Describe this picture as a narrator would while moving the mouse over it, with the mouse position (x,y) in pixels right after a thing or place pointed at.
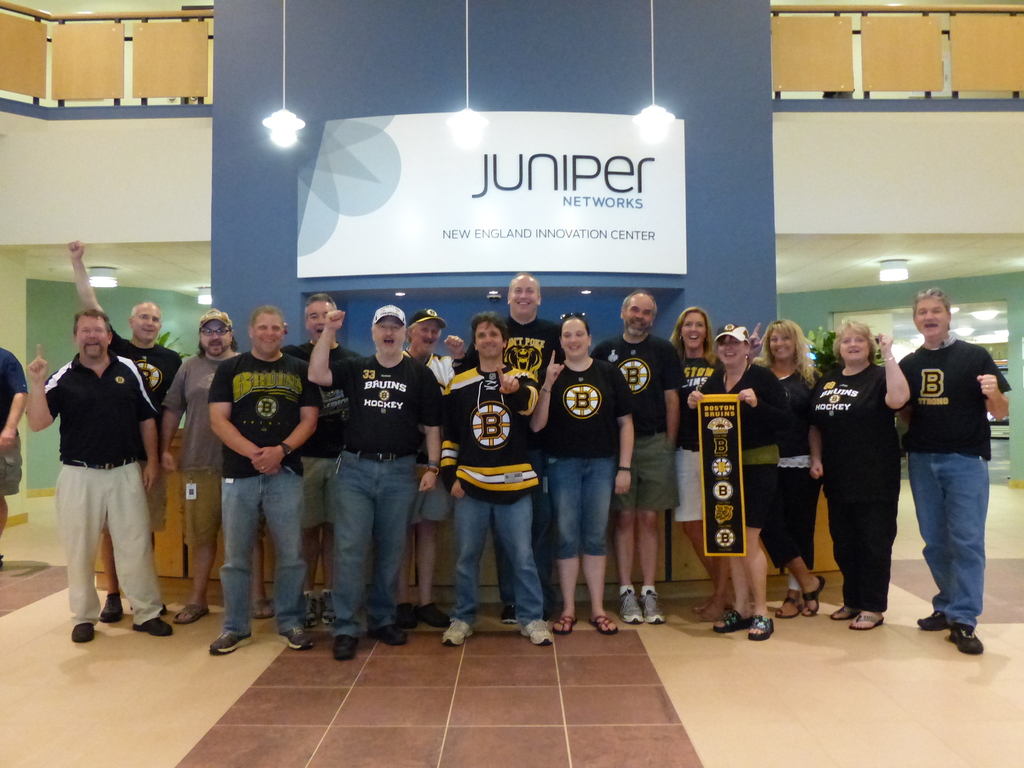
In this image there are a group of people (572,464) standing, and one person (756,413) is holding a board (722,443). And in the background (353,260) there is a board (453,156), lights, wall (699,171), railing (181,40), planter (817,360), table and at the bottom (334,711) there is floor (537,694).
